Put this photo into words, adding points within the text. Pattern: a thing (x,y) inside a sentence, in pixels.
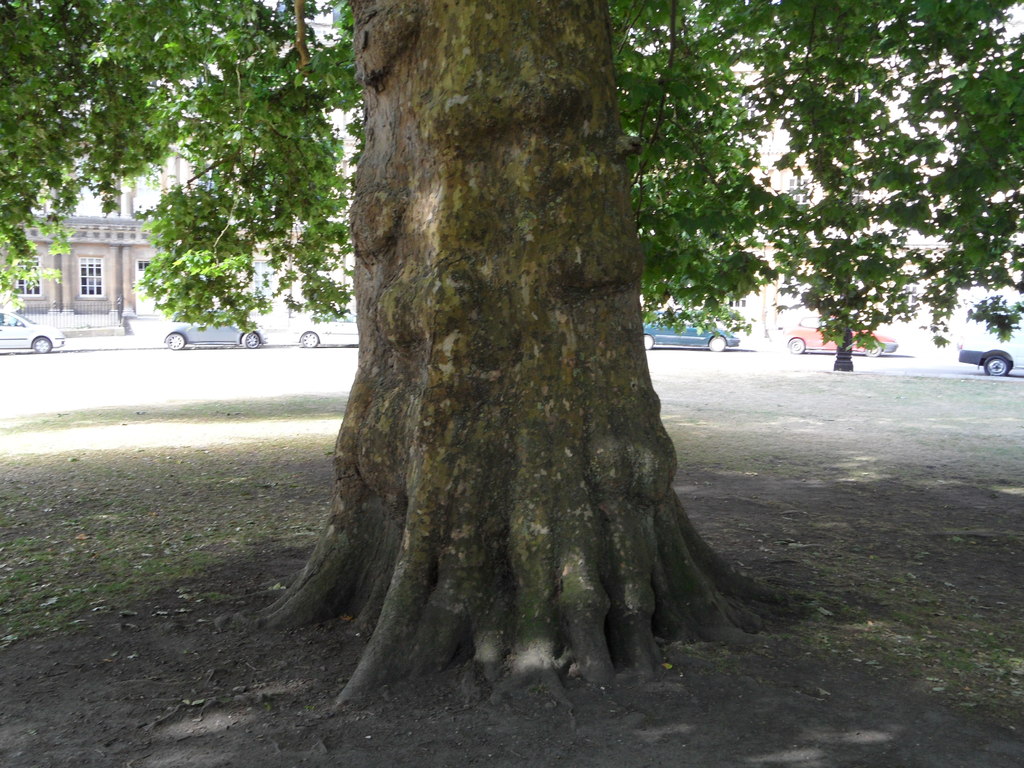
In this picture I can observe a tree (356,229) in the middle of the picture (392,320). In the background (267,332) there are some cars (319,335) parked on the road (828,353) and I can observe buildings (87,240).
